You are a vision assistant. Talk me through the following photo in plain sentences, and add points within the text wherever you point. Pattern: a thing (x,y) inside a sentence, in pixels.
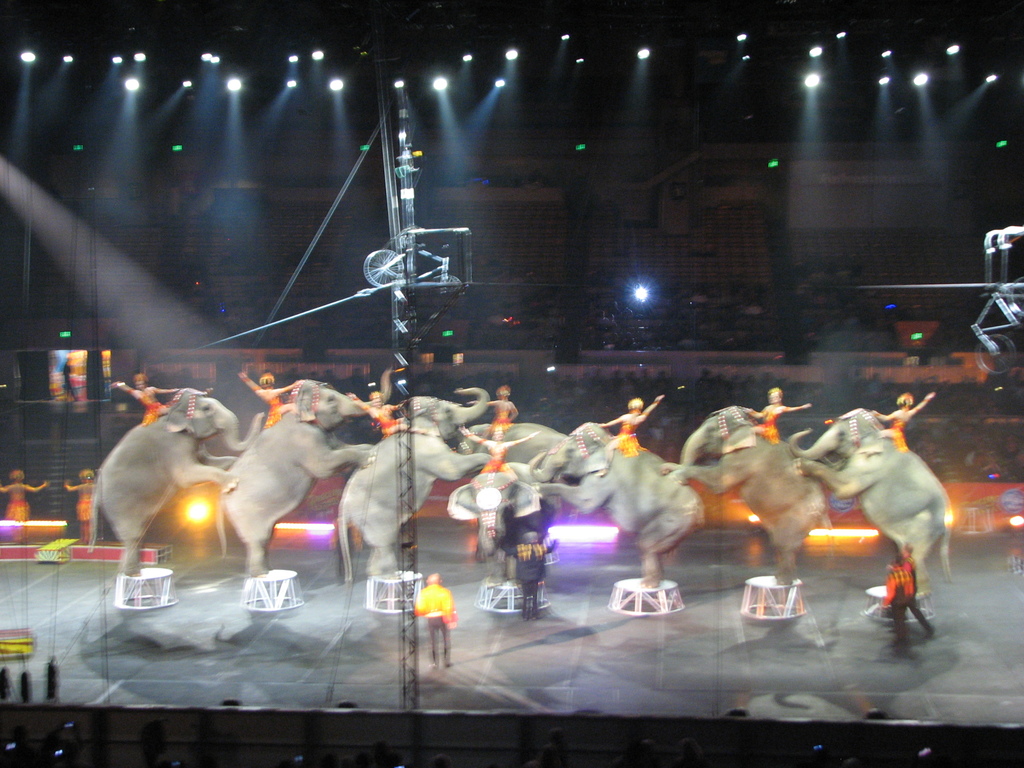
In the image we can see there elephants (853,435), on the elephant (583,487) there are people (626,432) sitting. There are audiences (647,318), light (633,295), rope (341,191), and this is a stool (146,584).
